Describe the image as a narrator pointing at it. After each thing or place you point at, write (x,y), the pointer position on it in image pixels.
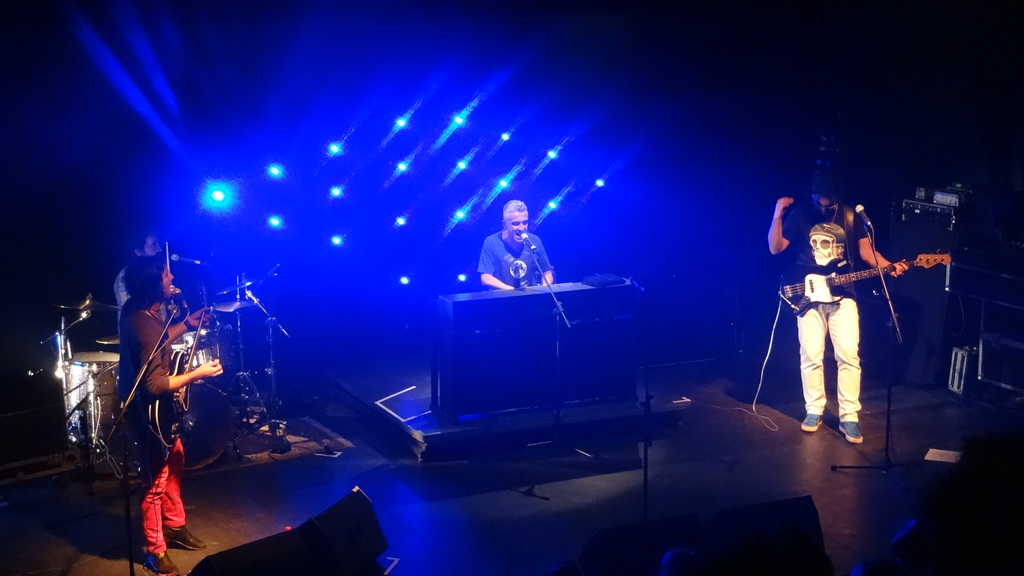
In the picture we can see a man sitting and playing a musical keyboard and singing a song in the microphone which is in the stand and on the both sides of him we can see the people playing a musical instrument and in the background (378,148) we can see some blue color lights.
